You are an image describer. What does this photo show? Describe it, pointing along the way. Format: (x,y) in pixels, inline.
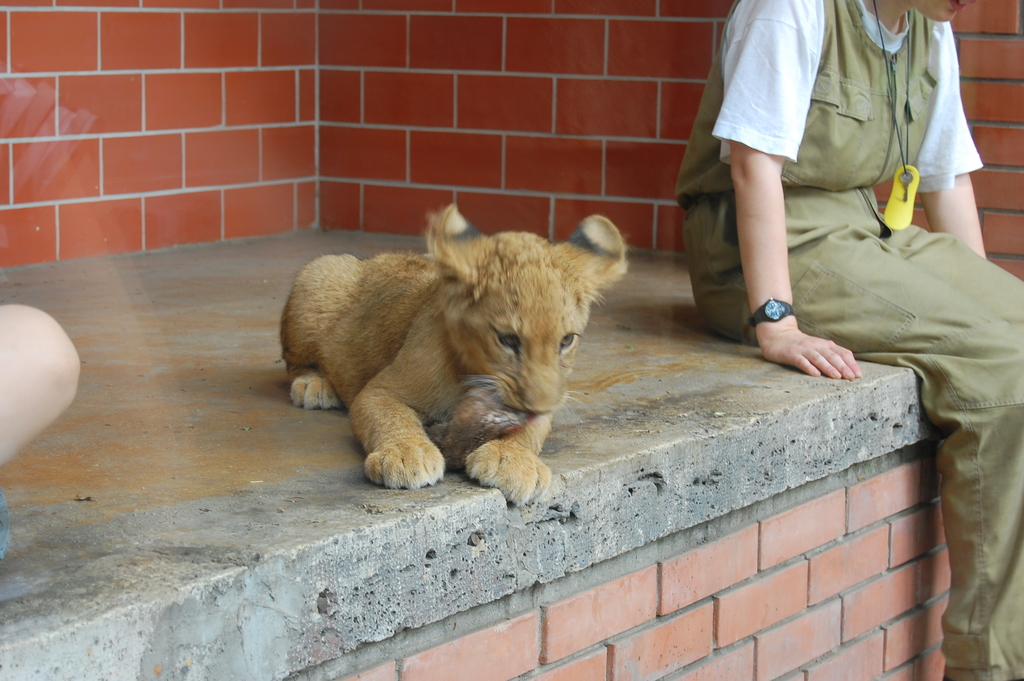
In this image in the center (542,353) there is an animal (420,353) sitting on the floor (621,400) and there is a person (831,240) sitting. In the background (411,90) there is a wall (226,93) which is red in colour. On the left side (45,353) there is an object (32,365) which is brown in colour.
